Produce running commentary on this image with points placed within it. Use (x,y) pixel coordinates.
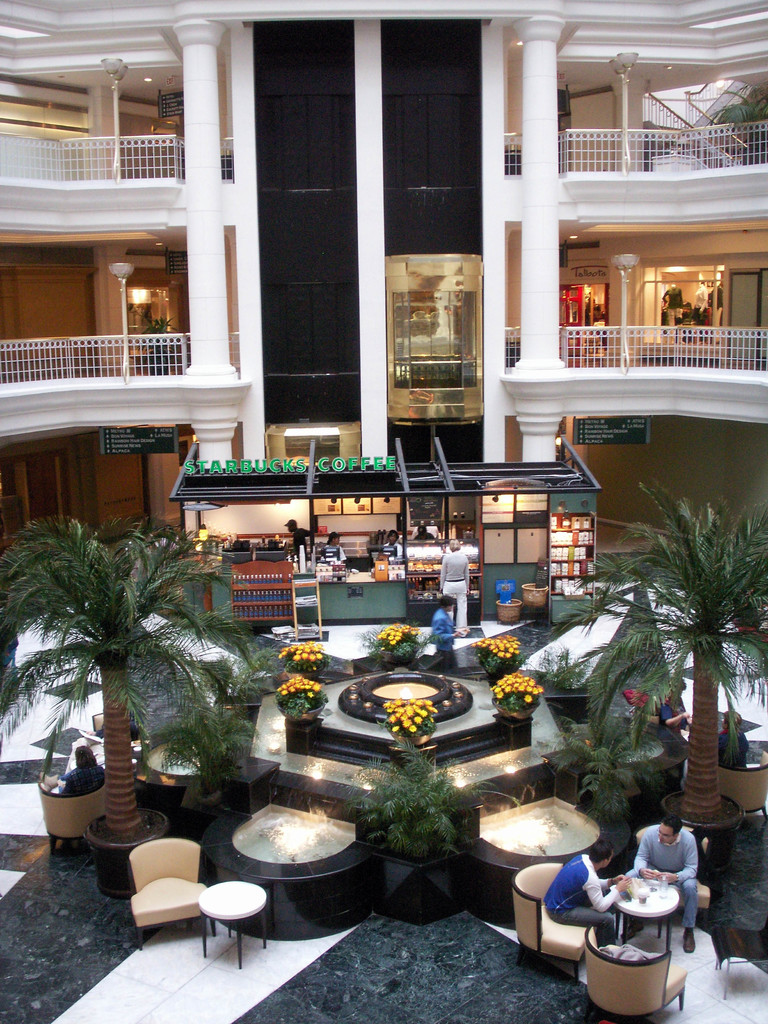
This image is taken inside a building (197,7). There are trees (43,559). There are plants (392,774). There are chairs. There is a stall (494,615) at the center of the image (265,503). In the background of the image (481,395) there is a lift (390,272). There are pillars (241,244).
